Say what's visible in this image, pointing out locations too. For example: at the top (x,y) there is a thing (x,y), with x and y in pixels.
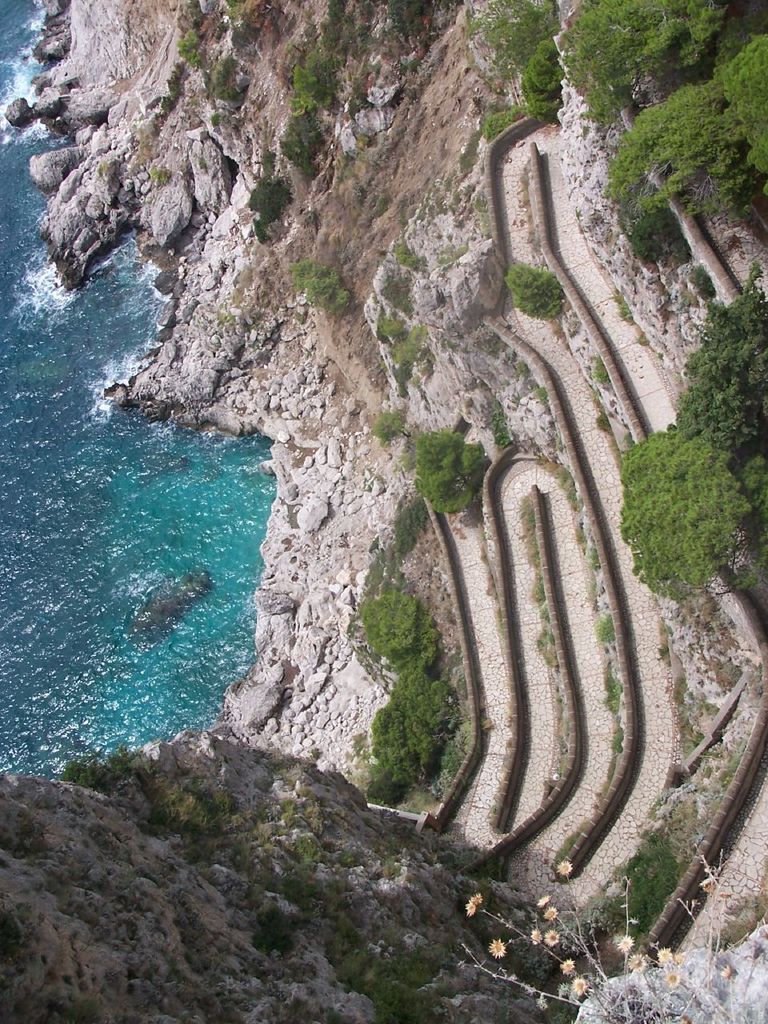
In this image I can see water (119,684), trees (388,646) and mountains (684,640). This image is taken may be near the ocean (234,596).
